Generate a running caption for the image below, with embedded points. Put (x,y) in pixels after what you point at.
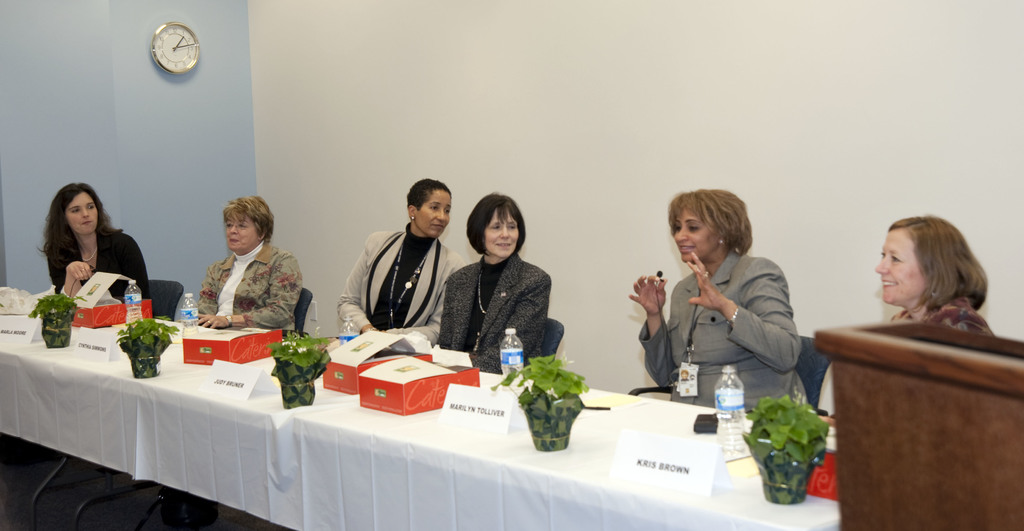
In a room (859,247) there are many ladies (549,276) sitting on a chair (823,360). In front of them there is a table (178,402). On the table (214,395) there are some pots (154,360), name boards (254,369), water bottles (188,304), mic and a podium (953,405). To the left side (169,56) there is a clock (157,53).
